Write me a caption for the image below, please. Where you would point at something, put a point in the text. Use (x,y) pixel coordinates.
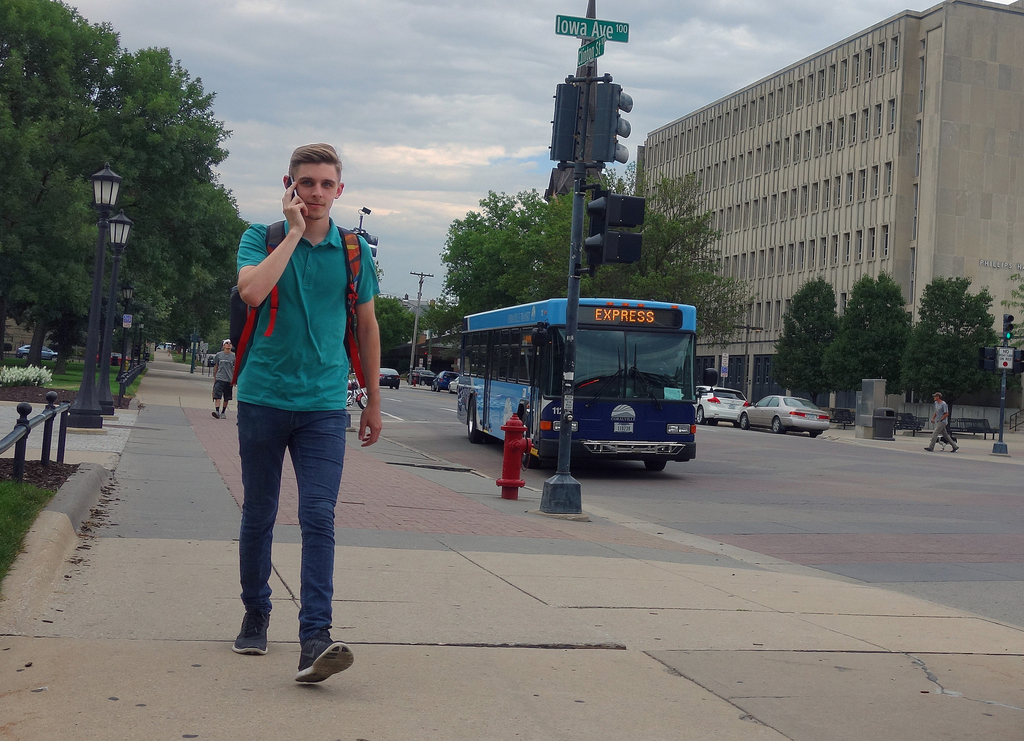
On the left side of the image (153,92) we can see trees (91,184), street lights (113,276) and persons (224,390). On the right side of the image (797,366) we can see buildings (735,203), trees (806,383), vehicles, persons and traffic signals (986,368). In the center of the image (639,429) we can see traffic signals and bus (541,373). In the background (494,92) we can see sky (389,100) and clouds (389,100).
